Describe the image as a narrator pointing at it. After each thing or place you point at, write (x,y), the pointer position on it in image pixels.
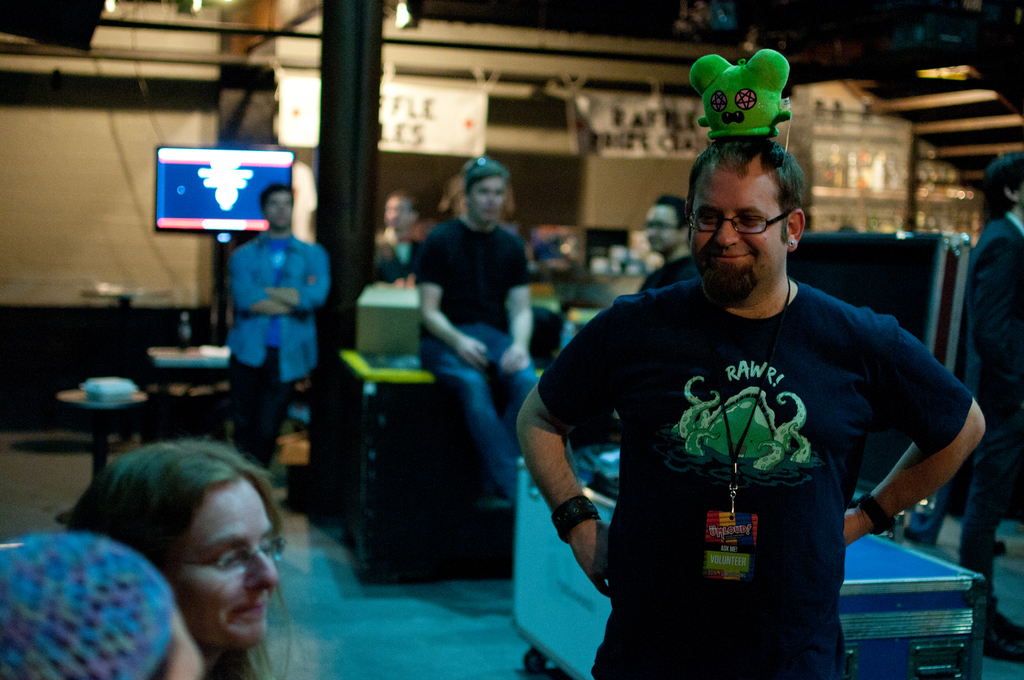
In the image there is a man (722,425) standing. He kept spectacles (727,219) and on his head (720,243) there is a toy (725,112). And there is a tag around his neck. In the bottom left corner of the image (167,538) there are heads (231,605) of persons (156,556). Behind the man (655,453) there is a box (611,468). And also there are few people (465,370). There is a man (487,304) sitting on the table (413,387) and also there is a screen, pole (337,47) and banners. There is a blur background (110,313) and also there are few other things (839,113) in the image.
